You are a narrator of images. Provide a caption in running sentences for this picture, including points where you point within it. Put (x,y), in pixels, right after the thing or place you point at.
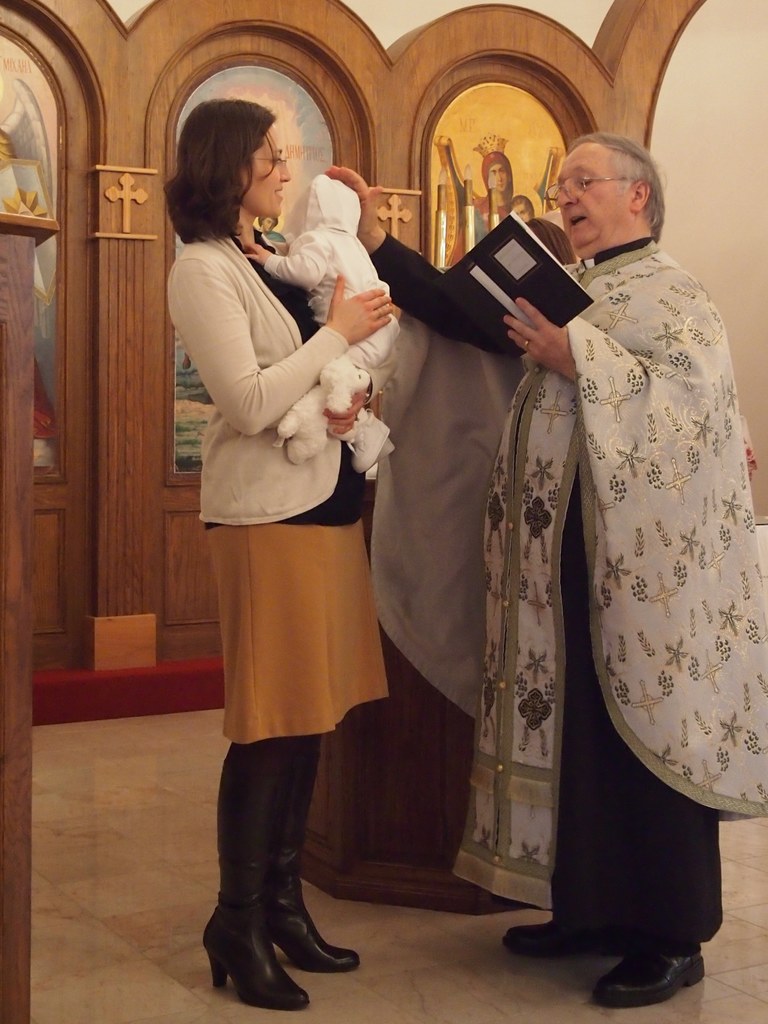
In this image, we can see a woman (303,327) standing and she is holding a kid (336,257), on the right side (703,578), there is a person (640,359) standing and holding a book (536,296), we can see the floor (103,769).
